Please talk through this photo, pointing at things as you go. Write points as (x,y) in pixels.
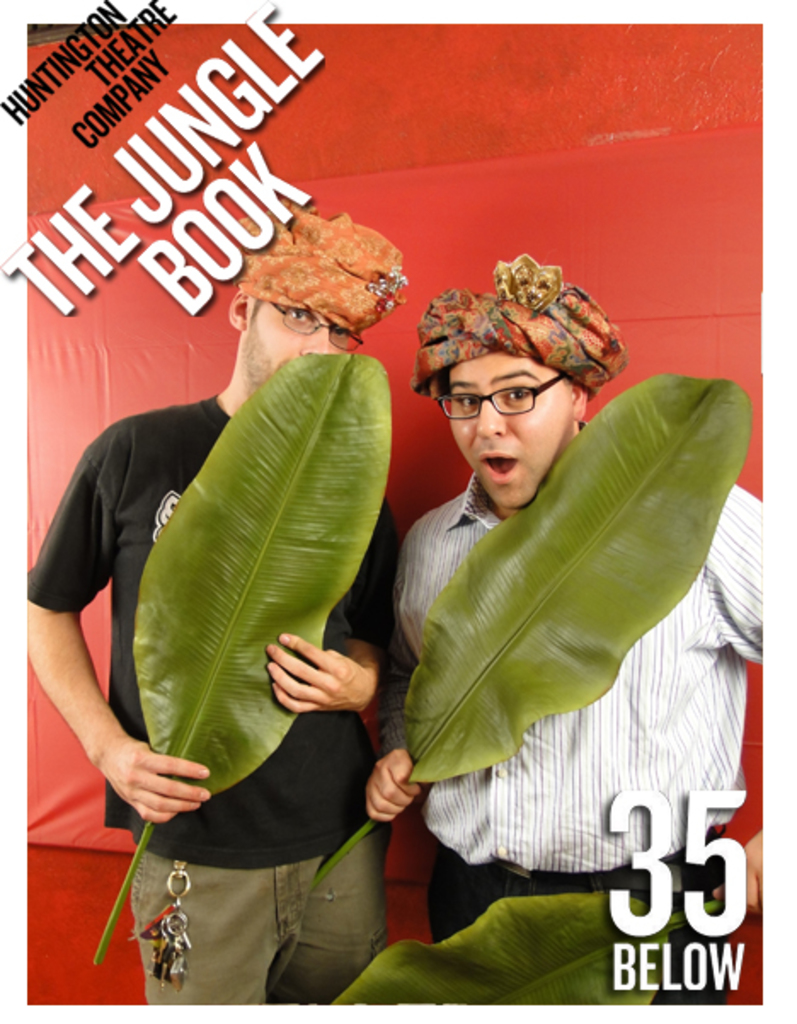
In this image we can see two persons (338,657) wearing black color T-shirt (182,812) and white color shirt (528,759) respectively holding banana leaves (311,628) in their hands (151,752) and standing also wearing spectacles (337,329) and caps (272,289) and in the background of the image (481,181) there is red color sheet (33,362) and some text (105,199).
